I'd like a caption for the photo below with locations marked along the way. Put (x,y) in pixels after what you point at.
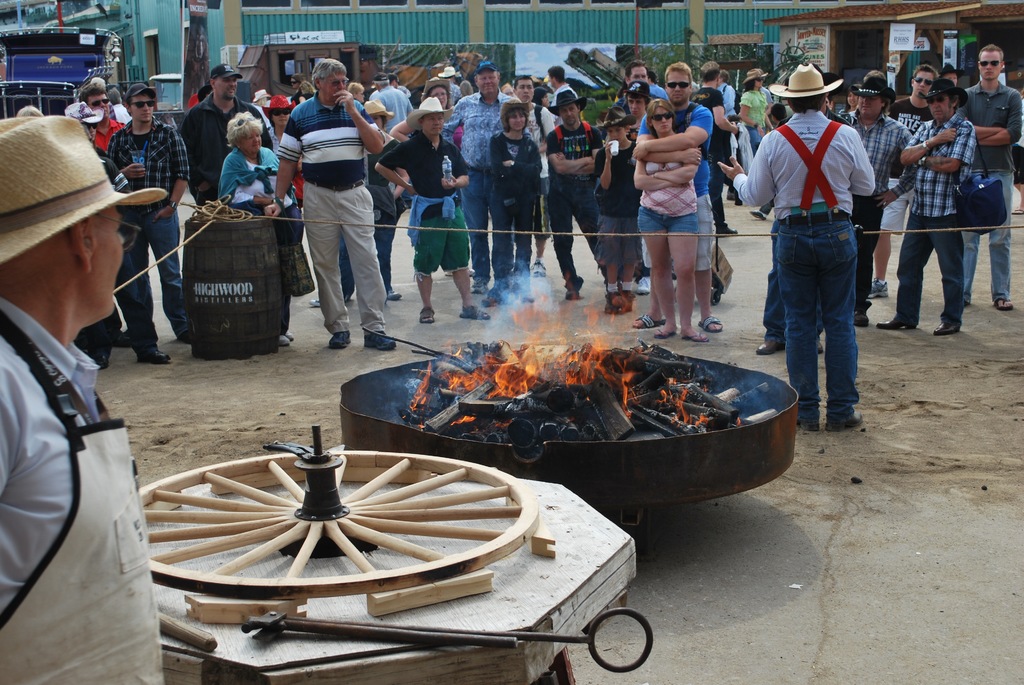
This picture shows a group of people (965,277) standing and we see a fire (604,416) in a metal tray (706,452) and we see a wheel (174,538) and a man (113,456) standing wearing a hat (39,161) and we see a building (450,39).
